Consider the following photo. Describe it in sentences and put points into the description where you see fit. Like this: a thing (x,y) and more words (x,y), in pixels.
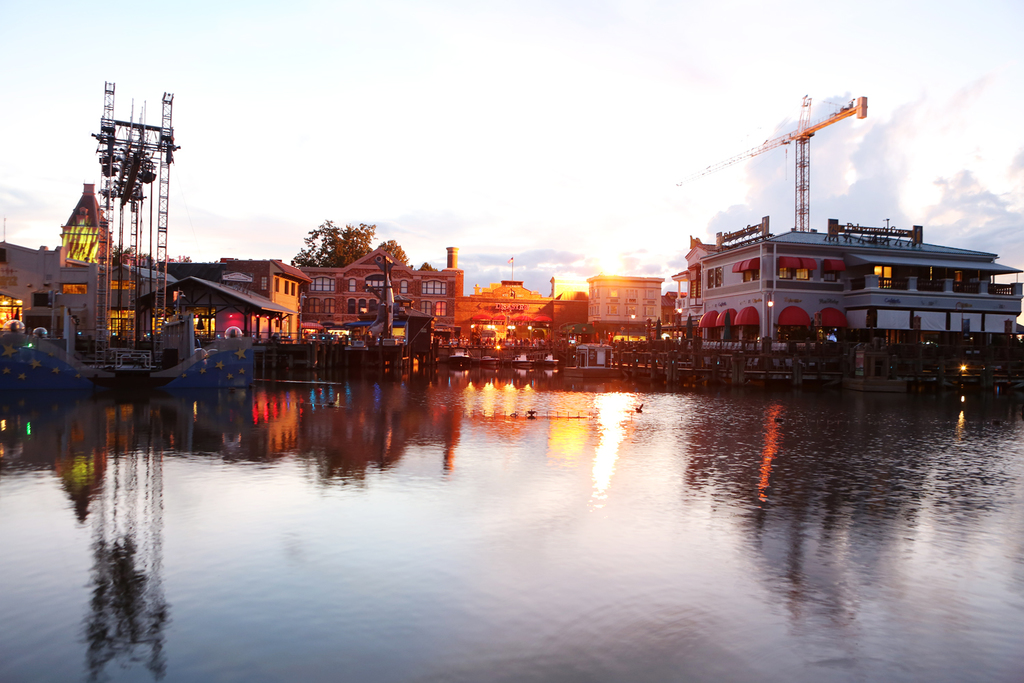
In this image I can see water (433,512), background (18,220) I can see few vehicles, trees (341,232) in green color and the sky (514,171) is in white color.
